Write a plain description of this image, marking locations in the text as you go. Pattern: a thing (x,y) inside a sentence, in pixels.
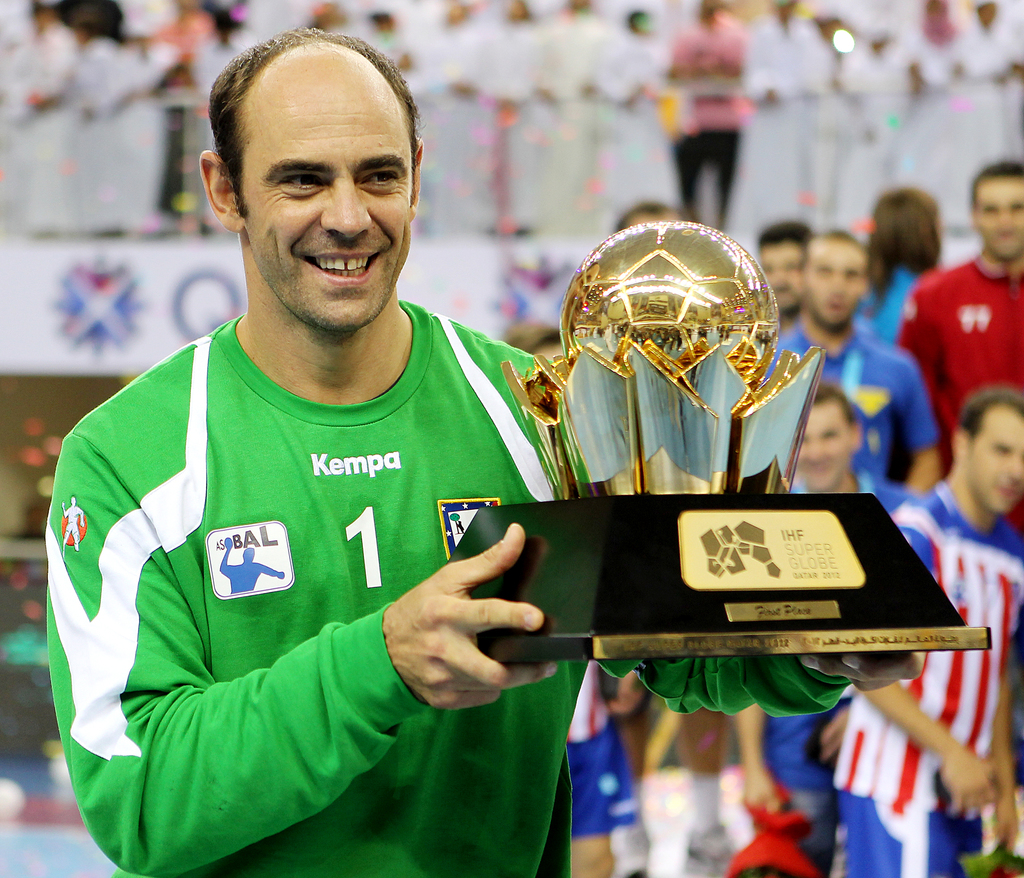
This picture shows few people (872,176) standing and we see a man (233,543) standing and holding a memento (729,399) in his hand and we see smile on his face (295,278) and he wore a green and white color t-shirt (194,542).
